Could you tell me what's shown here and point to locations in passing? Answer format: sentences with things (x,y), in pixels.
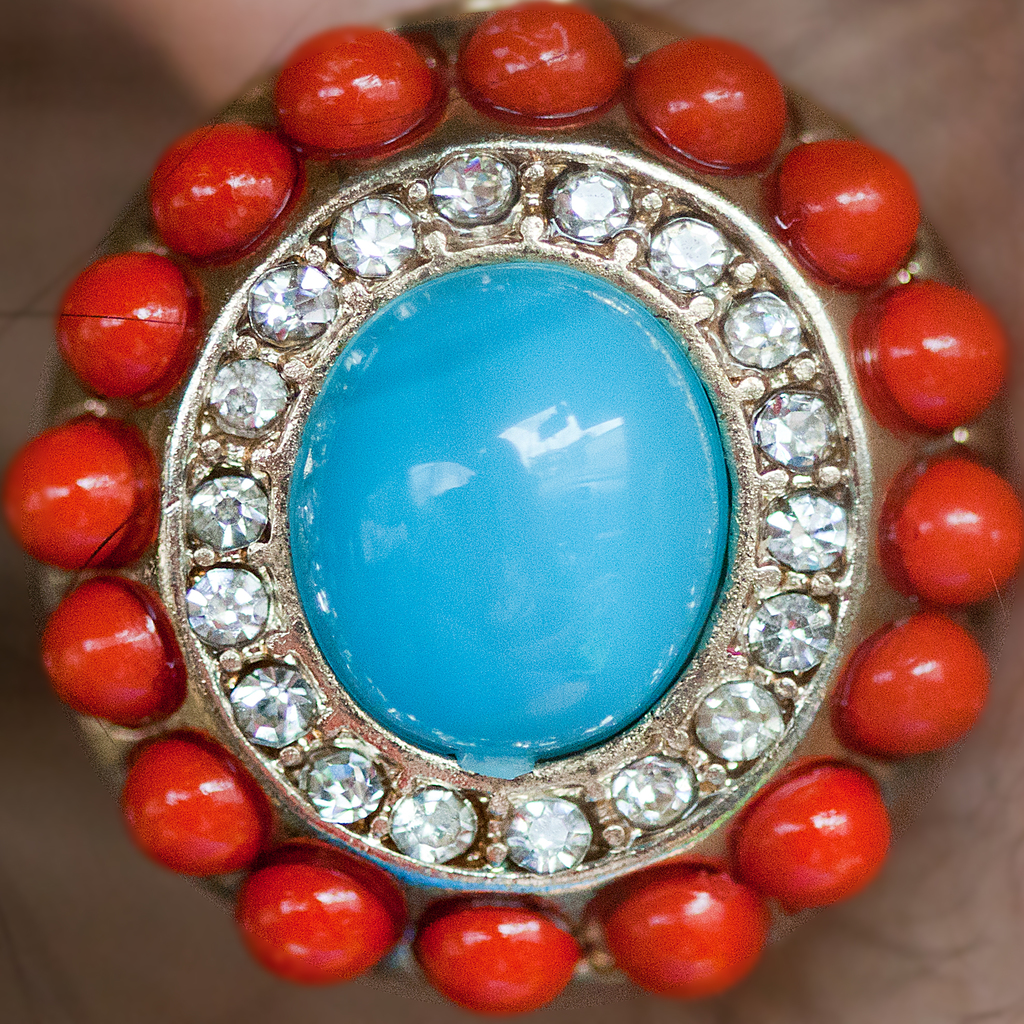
In this image I can see it looks like a locket (562,507) in some person's hand (872,945).
